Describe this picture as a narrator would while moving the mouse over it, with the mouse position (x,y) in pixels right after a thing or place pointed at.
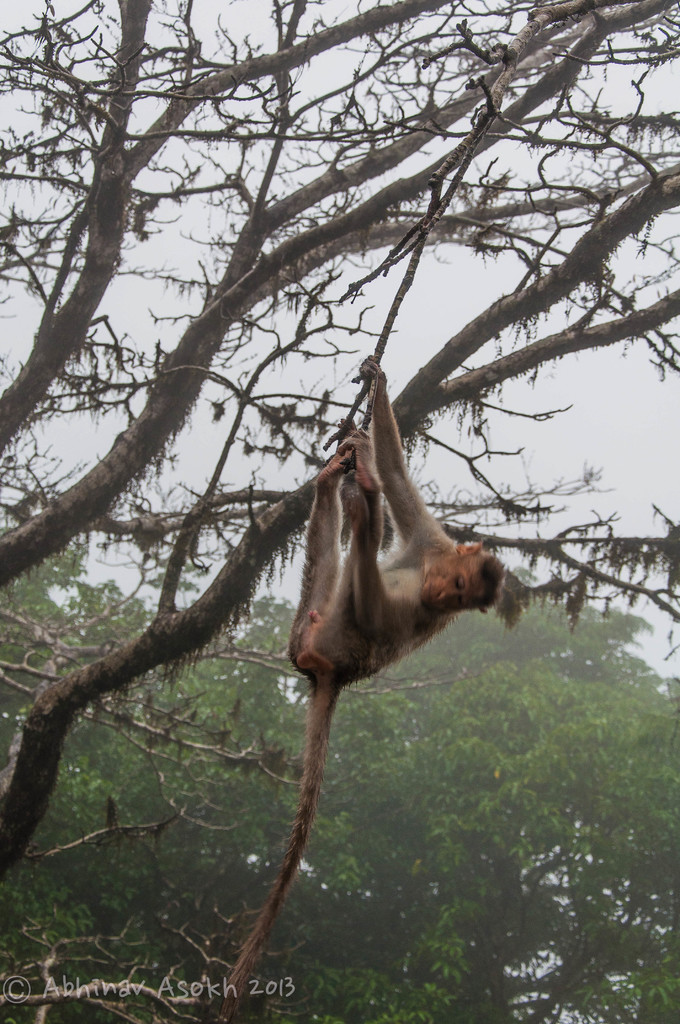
In this picture we can see a monkey (350,595), we can see trees (486,830) here, there is the sky (238,29) at the top of the picture (233,18), at the left bottom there is some text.
